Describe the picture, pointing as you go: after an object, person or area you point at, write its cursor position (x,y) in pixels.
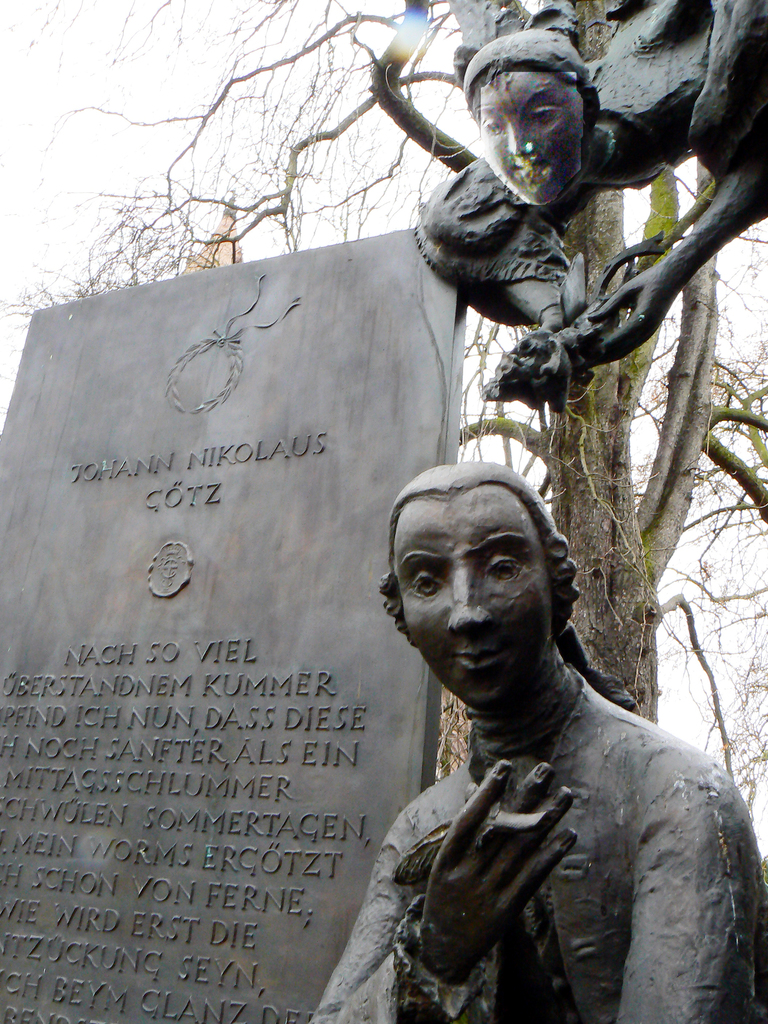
Something written on this stone (209,642). Here we can see sculptures (528,586). Backside there is a tree (457,154).
